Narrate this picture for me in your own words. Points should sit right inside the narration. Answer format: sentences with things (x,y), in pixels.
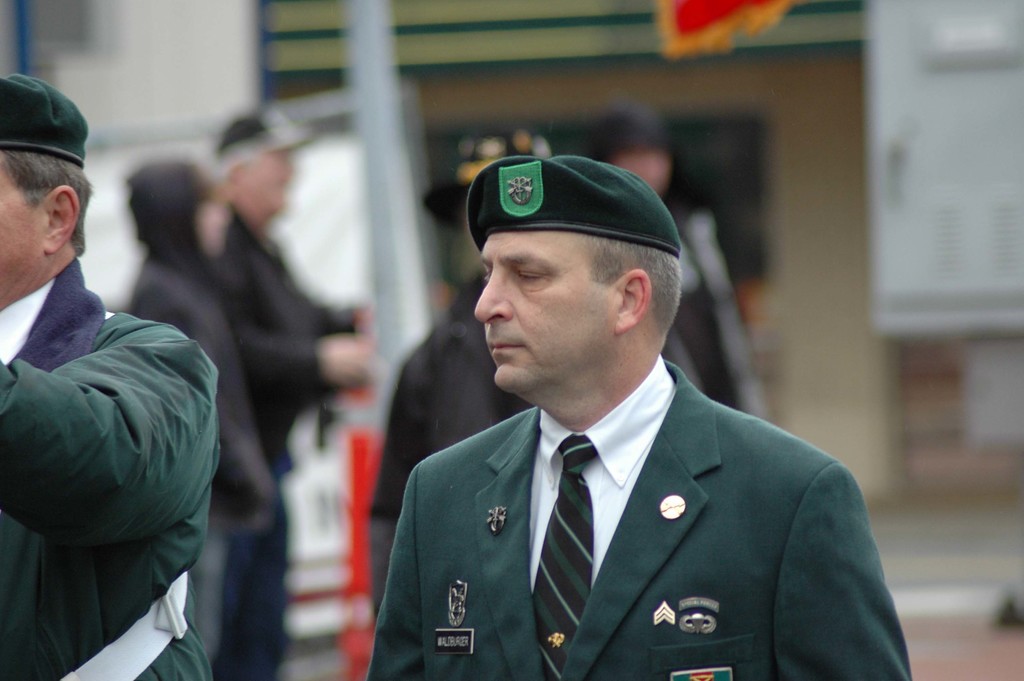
This picture shows few people (256,370) standing and they wore caps (13,137) on their heads (522,283) and we see a building (687,116) and a flag (773,4).
